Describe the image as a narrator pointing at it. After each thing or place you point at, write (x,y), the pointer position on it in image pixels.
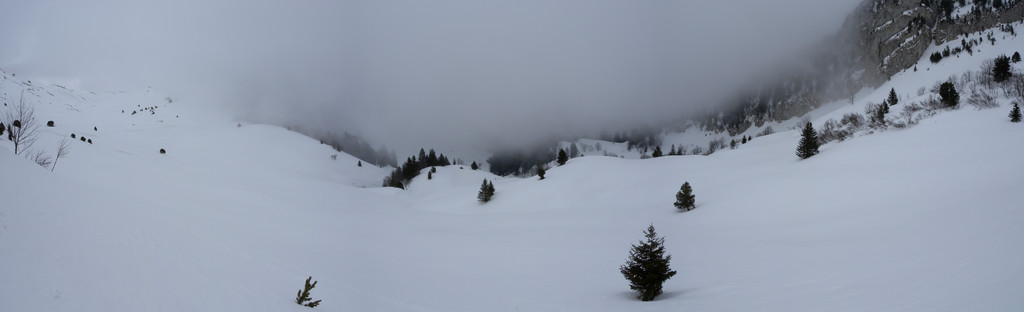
In this image we can see mountains (754,118) and many trees (955,97). There is a snow (380,184) in the image.
